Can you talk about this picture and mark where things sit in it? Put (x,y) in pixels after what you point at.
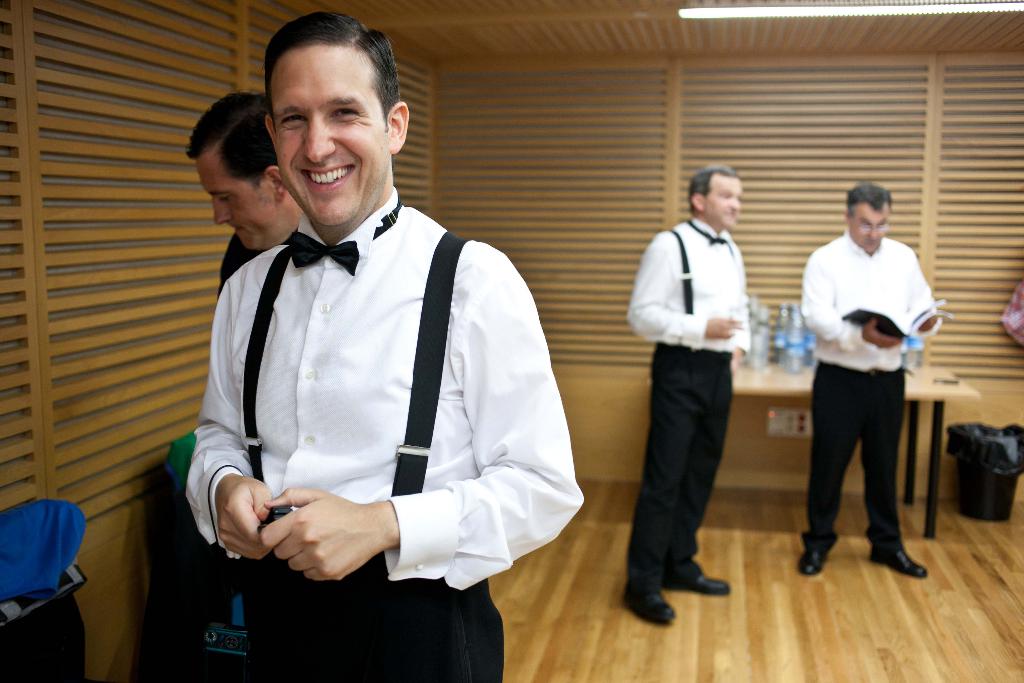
In this picture we can see a man (341,371) and he is smiling, at the back of him we can see few people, table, dustbin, bottles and in the background (61,363) we can see the wall (61,363).
